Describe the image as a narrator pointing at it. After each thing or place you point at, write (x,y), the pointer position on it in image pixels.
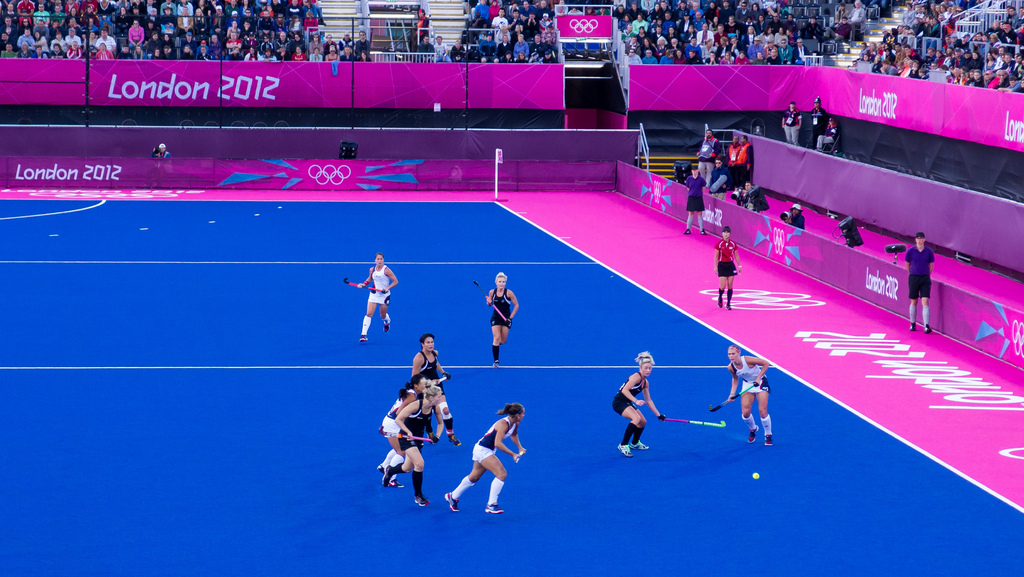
This is the picture of a stadium (575,125). In the foreground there are group of people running and many persons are holding the sticks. At the back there are group of people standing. At the back (640,42) there are group of people (540,37) sitting. At the back (298,186) there are staircases (414,38) and handrails (433,53) and hoardings (405,98). At the back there is a pole (500,157). On the right side of the image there are devices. On the right side of the image (745,186) there are group of people (800,222) holding the cameras (741,201).
